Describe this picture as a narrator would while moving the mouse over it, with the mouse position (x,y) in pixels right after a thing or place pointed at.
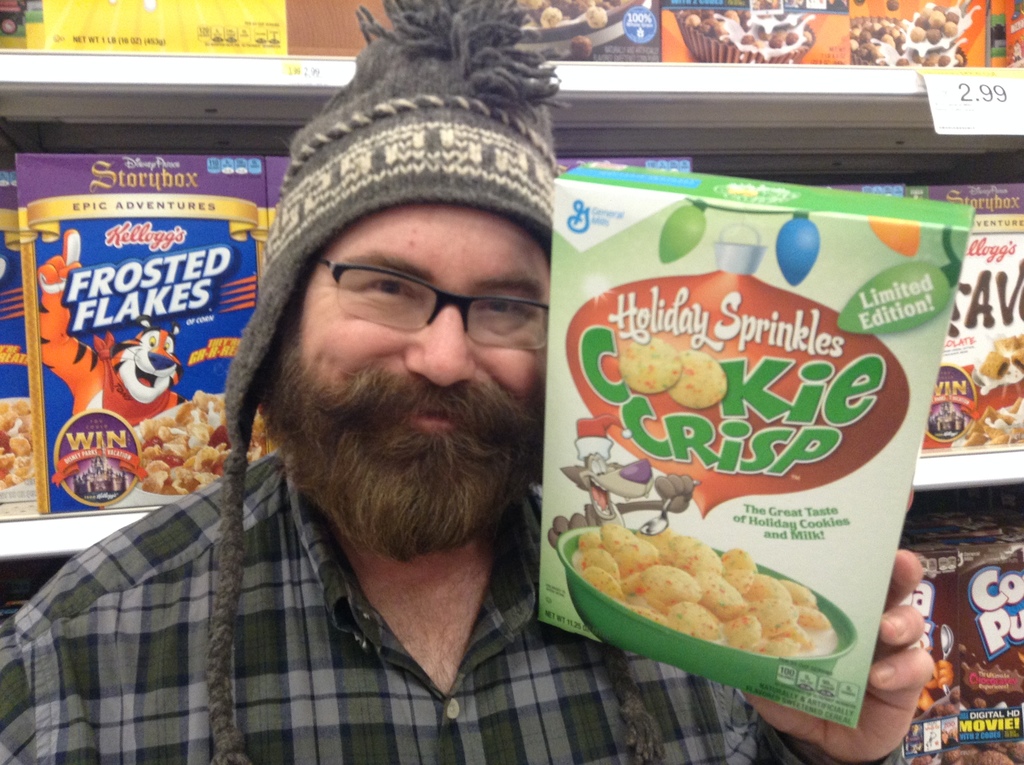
In this image we can see a person (403,411) wearing specs (366,271) and cap (321,238). He is holding a packet (827,350). In the background (224,91) there are racks (27,547) with packets (104,359). On the packets (975,649) there are names (117,299) and some images (128,348).
